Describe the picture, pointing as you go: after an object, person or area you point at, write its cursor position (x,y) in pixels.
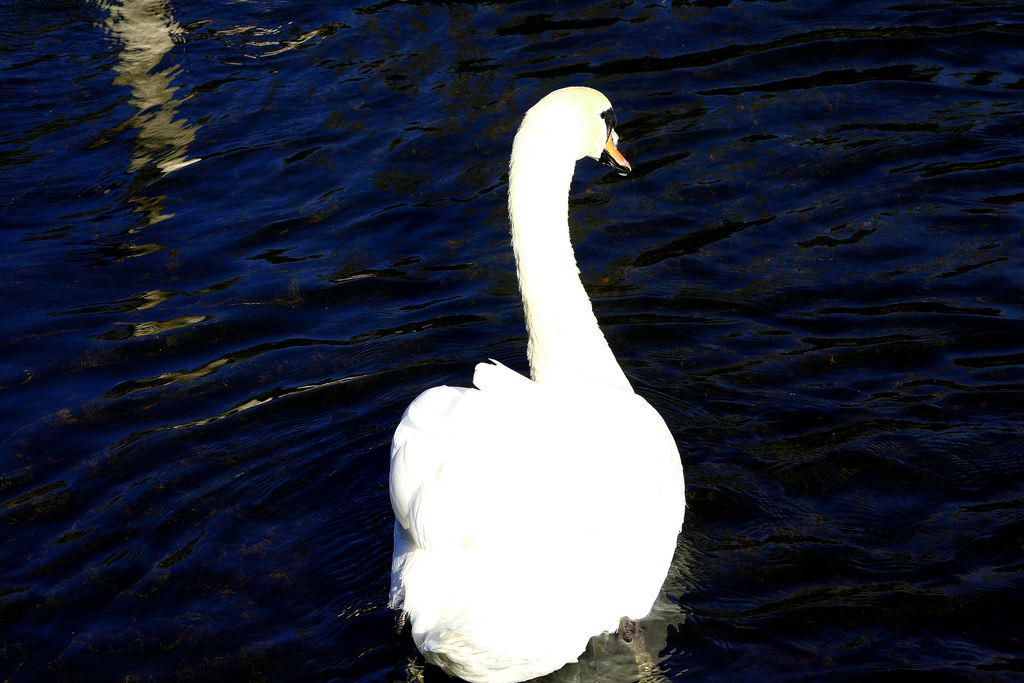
In the image, there is a beautiful white swan (540,365) swimming in the water (736,317).
